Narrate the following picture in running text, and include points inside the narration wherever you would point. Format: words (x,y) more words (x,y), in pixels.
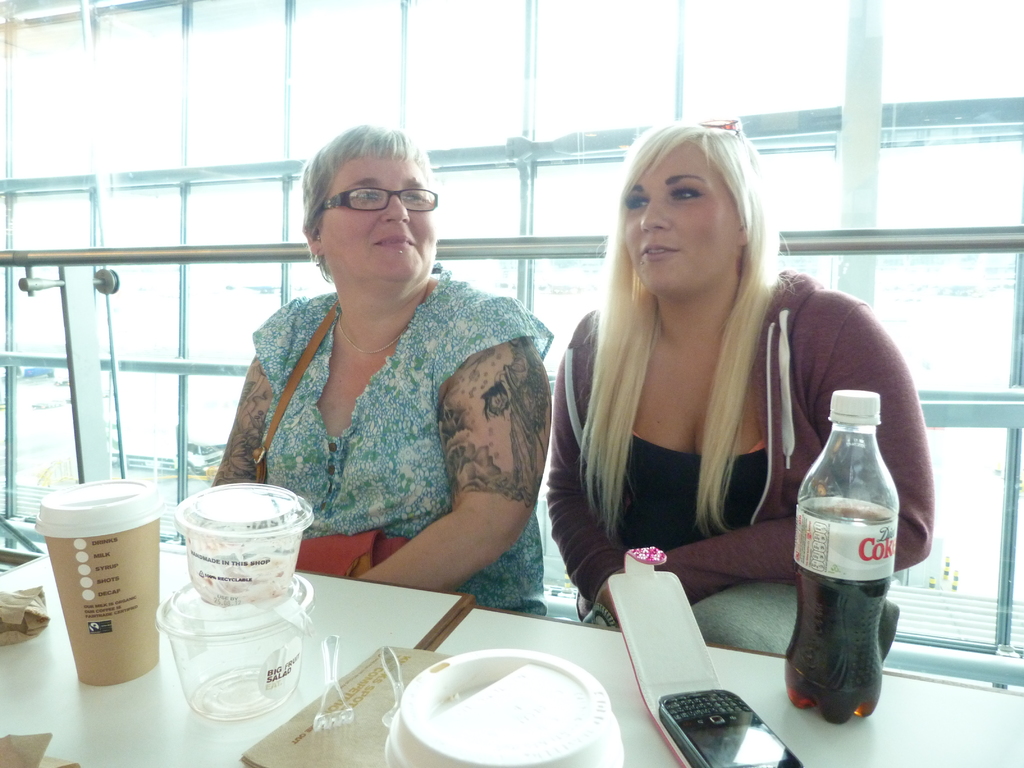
There are two women (437,407) sitting on the chairs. This is a table (900,719) with a coke bottle (836,679), mobile phone (693,715), boxes (237,630), spoons (327,704) and tumbler (115,652) placed on it. At background (111,268) it looks like a glass (606,87).
